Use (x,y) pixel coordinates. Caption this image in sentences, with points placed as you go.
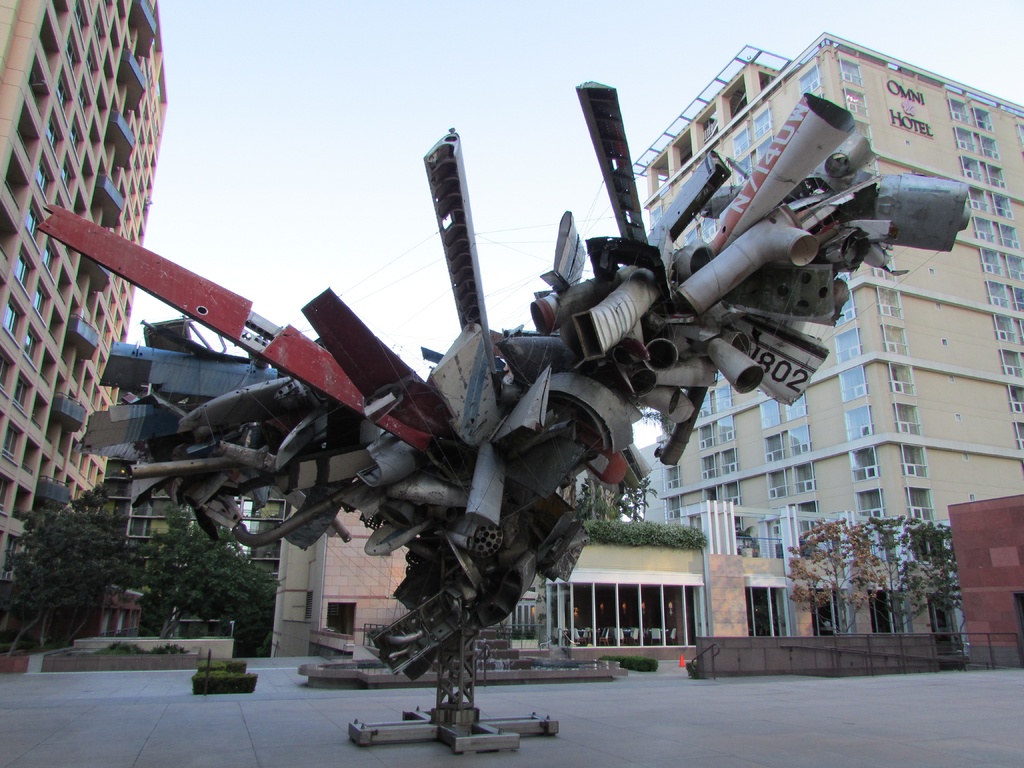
In this image in the front (496,407) there are metal objects (547,416). In the background (968,361) there are buildings (127,466) and trees (76,551).
